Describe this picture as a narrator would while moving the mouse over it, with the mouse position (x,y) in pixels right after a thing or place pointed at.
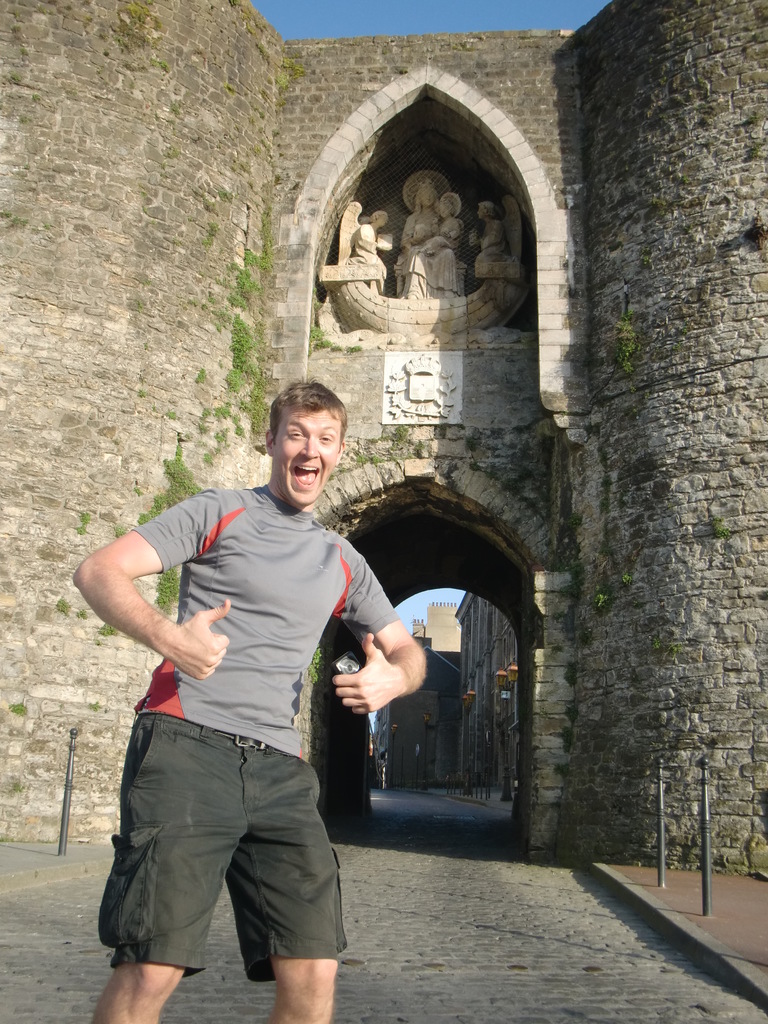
In the center of the image (307,525), we can see a man (217,770) standing on the road (404,972) and in the background (144,471), there is a fort (633,589) and we can see some sculptures (401,263) and there are poles (468,750). At the top (401,20), there is sky (355,22).
